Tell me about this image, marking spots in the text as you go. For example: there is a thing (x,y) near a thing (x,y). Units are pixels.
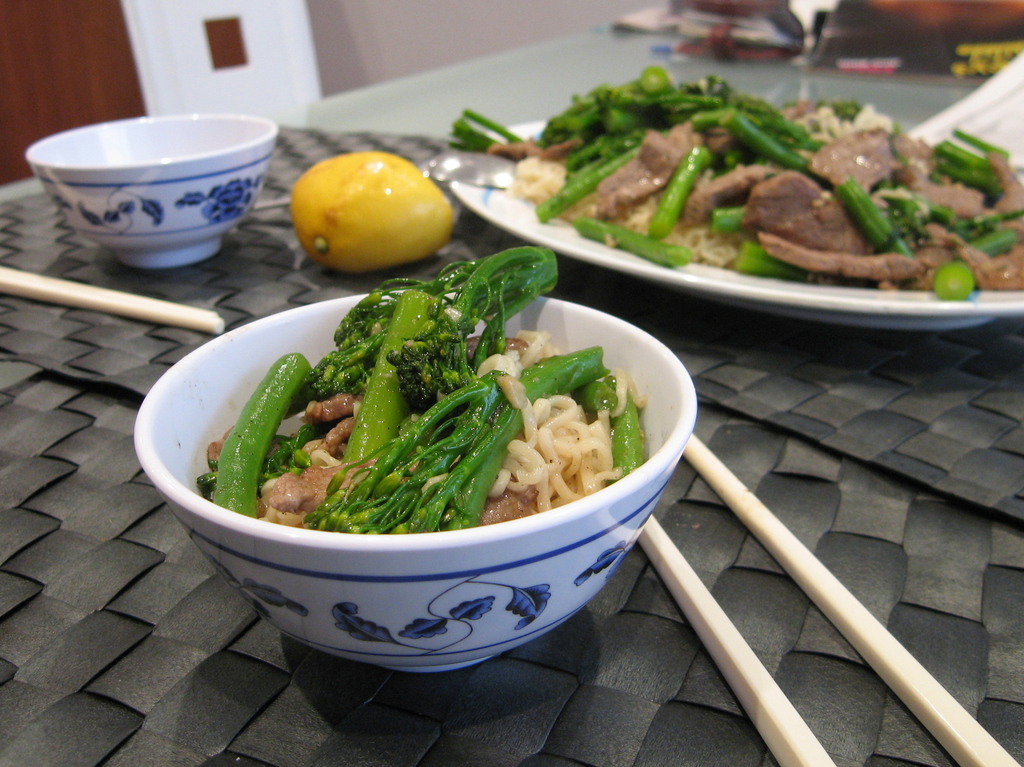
In this image we can see the bowls (649,351), a plate (720,280), chopsticks (653,551) and a fruit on the black objects (581,698). We can see food items (638,230) in plate (612,251) and a bowl (394,499). At the top (381,31) we can see few objects (926,2) and the wall (391,72).
